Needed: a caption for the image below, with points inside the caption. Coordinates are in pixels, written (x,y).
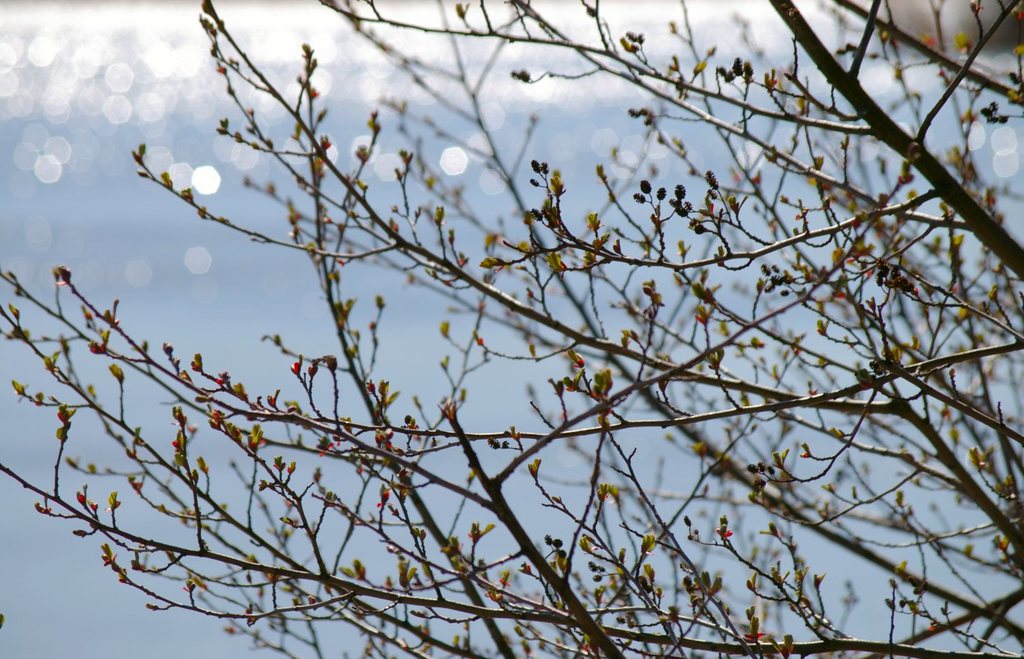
In this image there is a tree (821,161) and at the back side (245,291) there is water (181,281).
